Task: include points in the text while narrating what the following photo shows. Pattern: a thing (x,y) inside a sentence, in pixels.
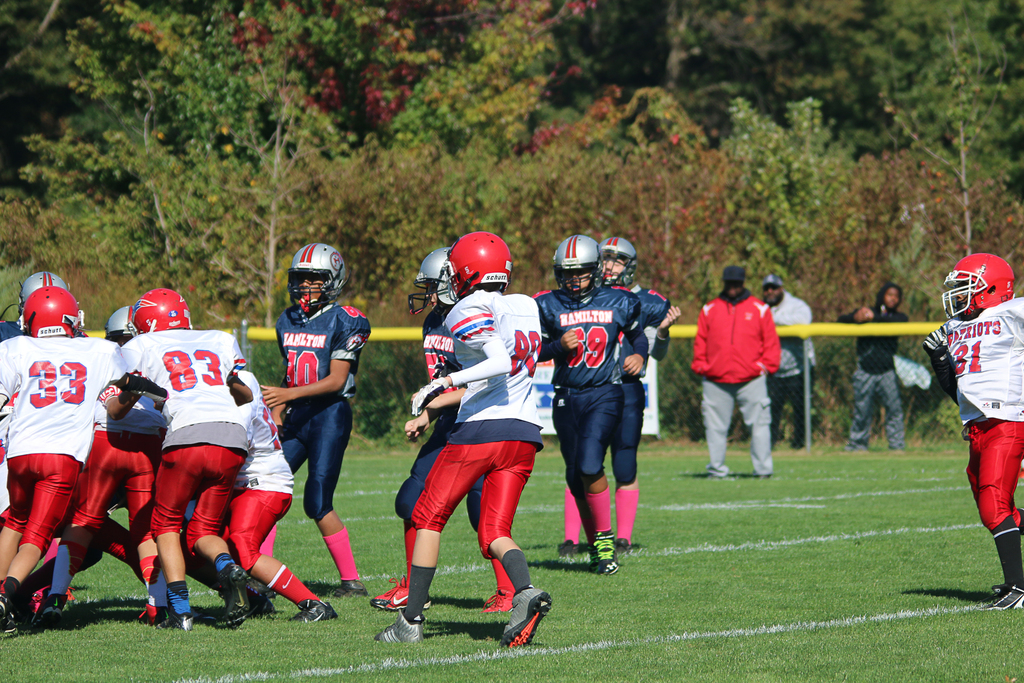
In this image we can see men (234,438) are playing a game on the grassy land (802,632). In the background (792,289), we can see three men (848,321), fence (841,367) and trees (191,116).
